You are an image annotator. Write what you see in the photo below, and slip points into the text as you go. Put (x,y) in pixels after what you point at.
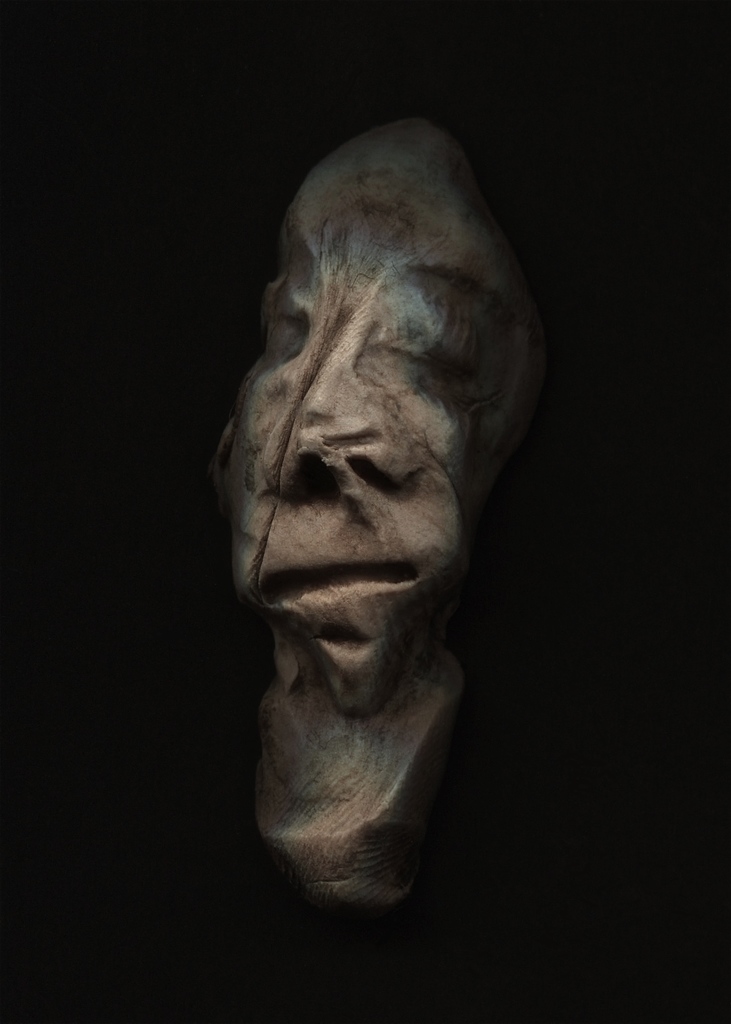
In this image we can see the depiction of a person (312,681) and the background (382,7) is in black color.
